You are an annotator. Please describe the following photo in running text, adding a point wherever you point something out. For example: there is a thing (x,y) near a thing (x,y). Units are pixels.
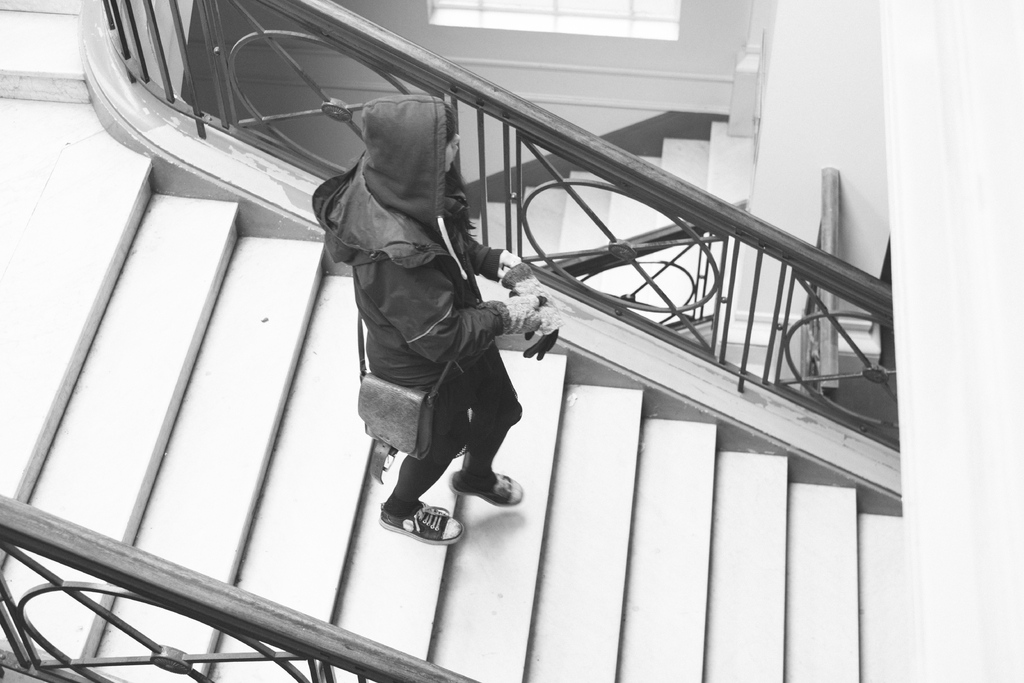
In this picture there is a person (459,331) walking on the staircase (451,551) and there is railing (311,644) on the both sides of the stair case (15,444). At the back (642,11) it looks like a door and there is a window (629,33).
